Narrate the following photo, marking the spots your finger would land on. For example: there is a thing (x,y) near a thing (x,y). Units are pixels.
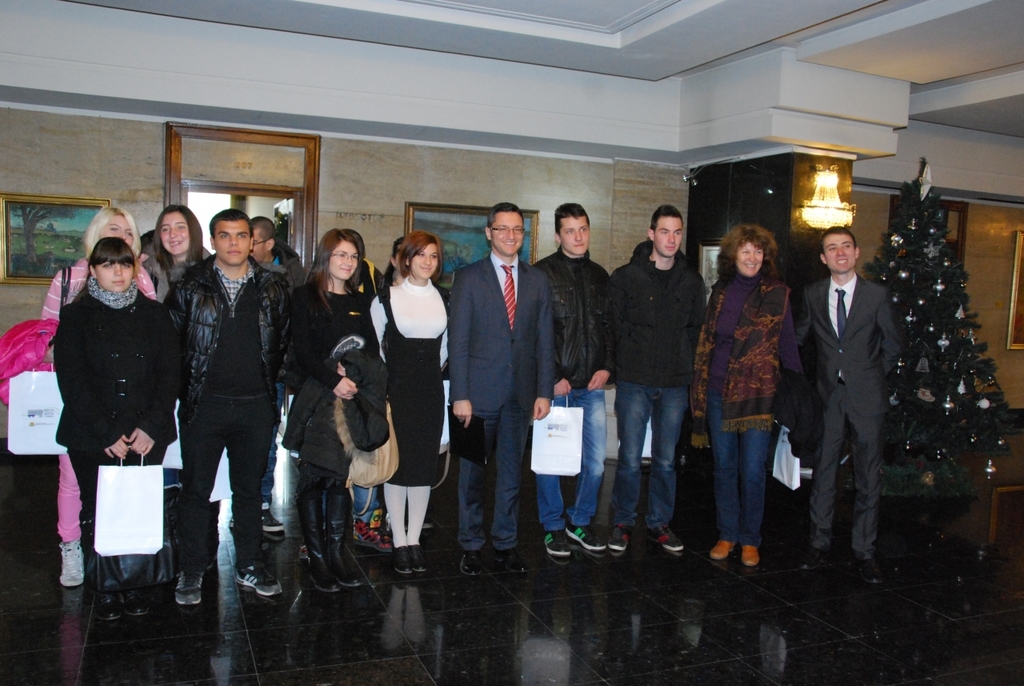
In this picture we can see a group of people (785,334) standing on the floor (639,512) and smiling and some people (705,330) are holding bags (114,489) with their hands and in the background (43,221) we can see frames (94,203) on the walls (341,205), Christmas tree (910,258) with some objects (937,282) on it, light (823,183), ceiling (679,54).
